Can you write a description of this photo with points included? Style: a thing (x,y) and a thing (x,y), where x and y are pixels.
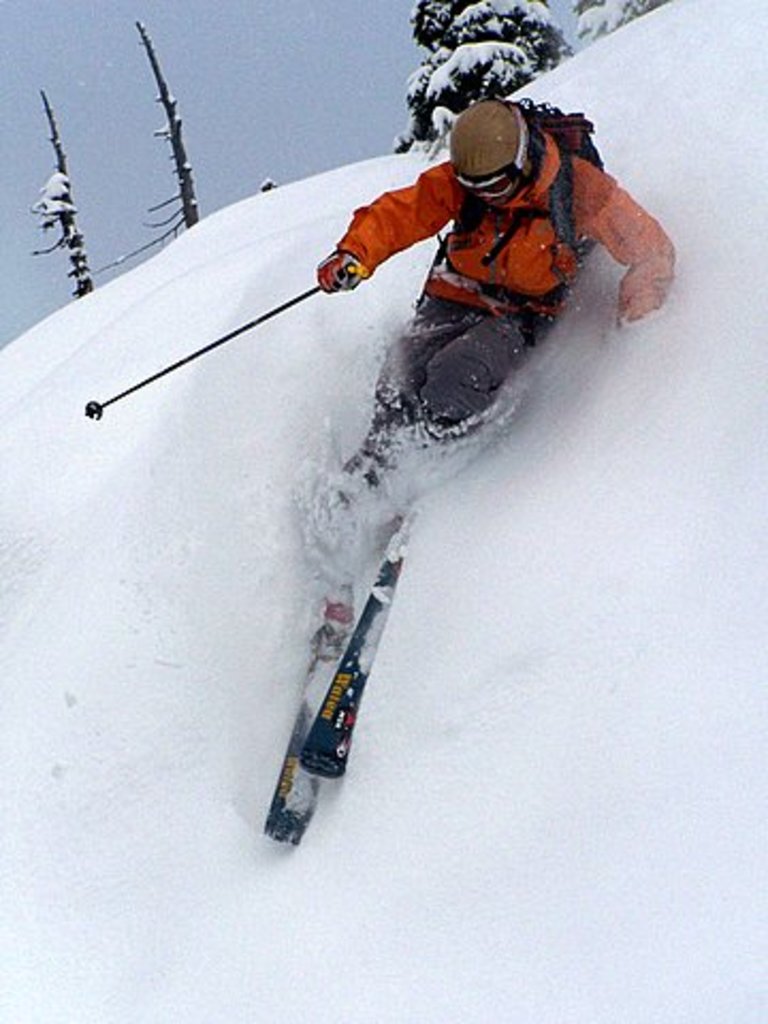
In the foreground of this image (516,169), there is a man (516,169) skiing on the snow (337,481) holding trekking sticks (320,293). In the background (476,55), there are trees (176,154) and the sky (218,119).
